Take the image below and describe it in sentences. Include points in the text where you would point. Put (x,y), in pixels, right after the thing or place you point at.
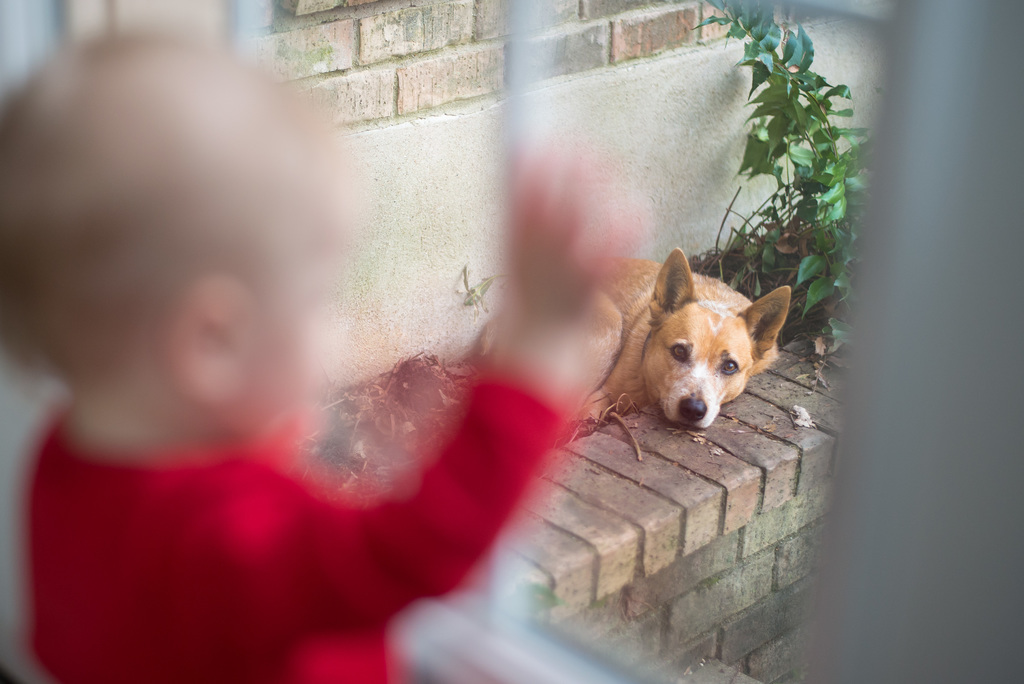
In this picture we can see a dog (691,366) laying here, behind it there is a plant (814,297), on the left side (280,437) we can see a kid (159,544), in the background (641,110) there is a wall (648,28).
